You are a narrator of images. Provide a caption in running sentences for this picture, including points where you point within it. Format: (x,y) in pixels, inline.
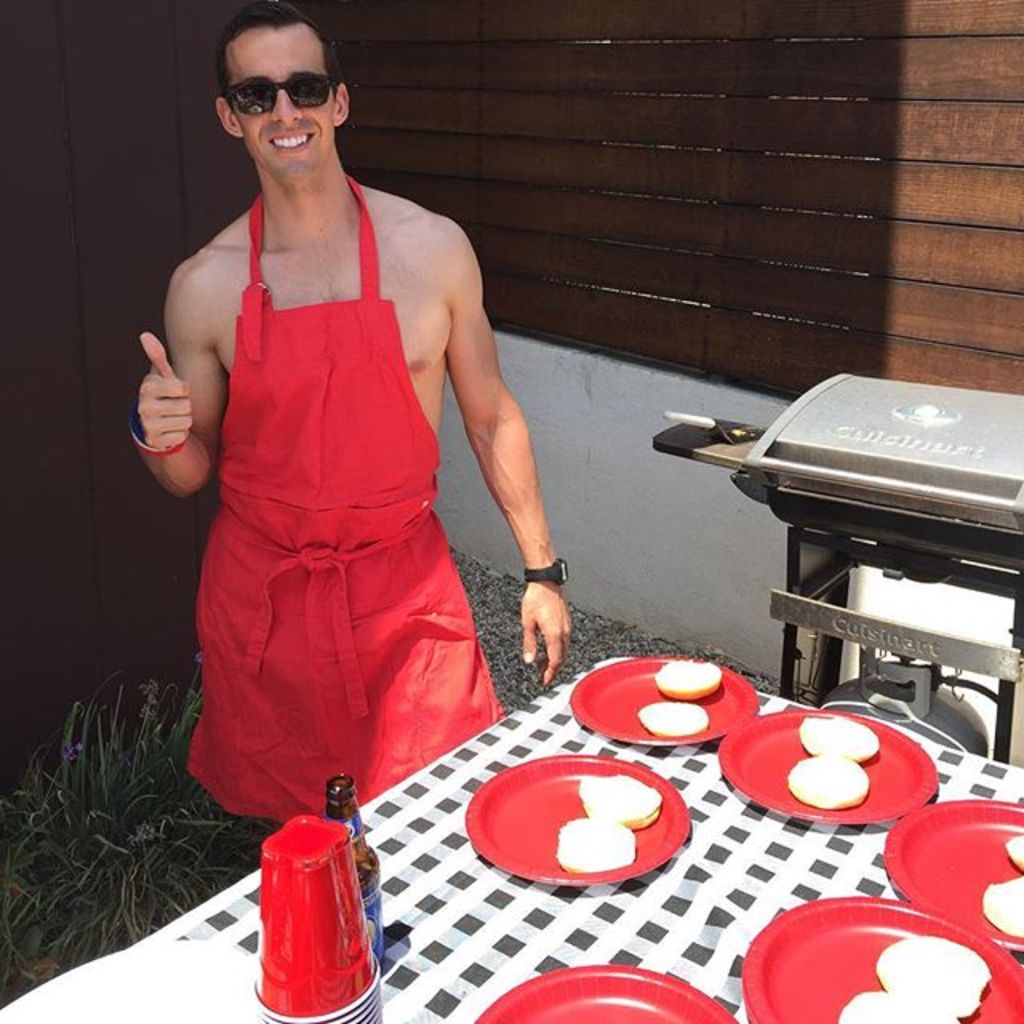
In this picture we can see a man (278,366) standing and smiling, there is a table (443,786) in front of him, we can see some plates (620,772) and a bottle (375,885) present on the table (395,888), we can see some food (638,813) in these plates (755,771), at the bottom (199,783) there is a plant (136,804), in the background (222,224) we can see a wall (129,139).
